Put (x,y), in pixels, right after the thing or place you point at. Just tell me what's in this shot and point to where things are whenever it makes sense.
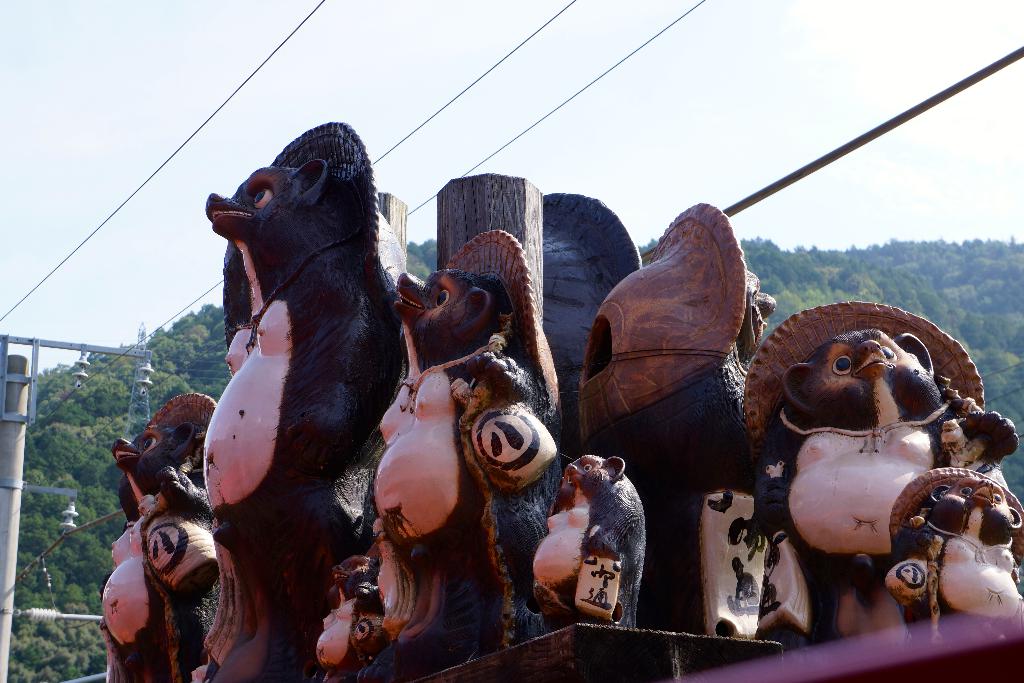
This image is taken outdoors. At the top of the image (182,107) there is sky (730,107) and there are a few wires (266,60). On the left side of the image (15,361) there is a pole (27,369). In the background (92,495) there are many trees (760,268) and plants (969,333). In the middle of the image (403,370) there are a few wooden toys (616,498) and there are two wooden sticks (454,201).
